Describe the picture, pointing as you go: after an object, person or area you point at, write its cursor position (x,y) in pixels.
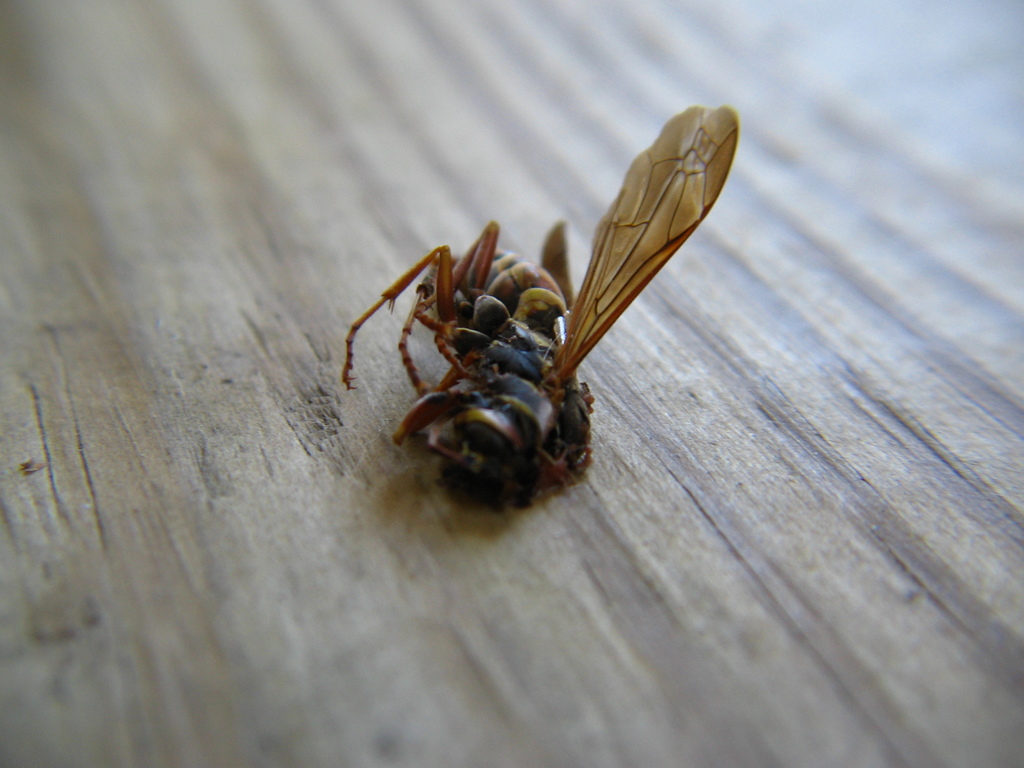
In this image I can see a wasp (643,287) on a wooden surface (420,370).
